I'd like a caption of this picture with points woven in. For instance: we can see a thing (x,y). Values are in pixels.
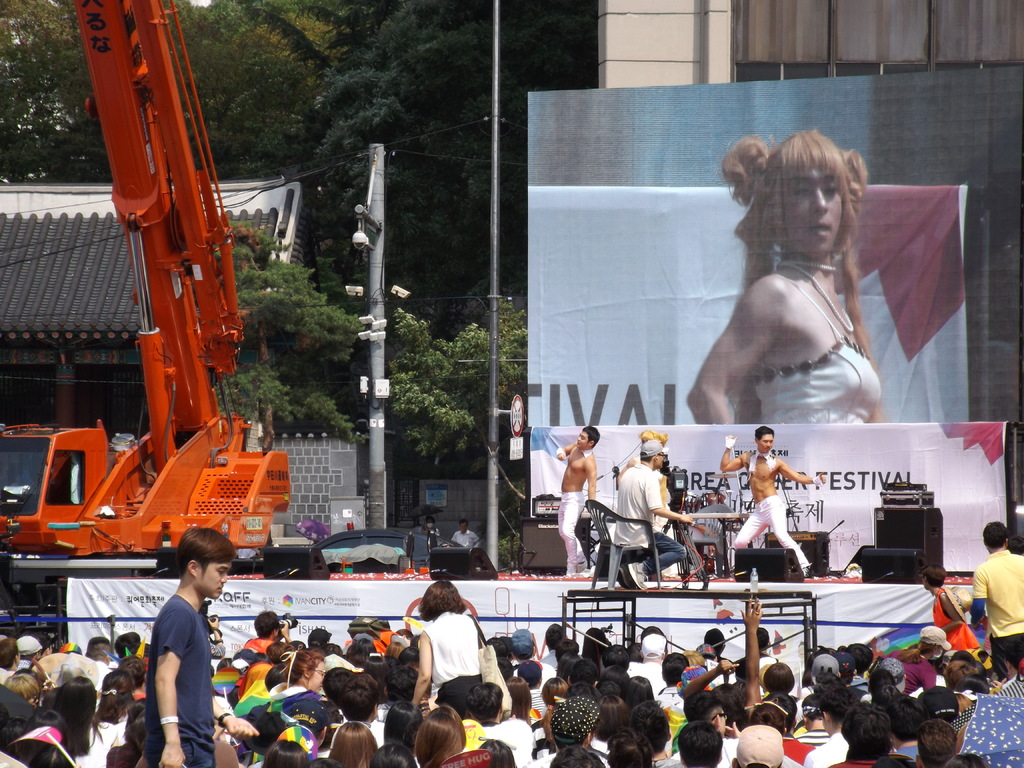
There are persons (599,669) in different color dresses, sitting. There are persons (181,649) standing. In the background (413,156), there is a person (636,490) sitting on a chair (648,518) and capturing video of the persons (771,477) who are dancing on the stage (828,598) on which, there are speakers (937,528), there is a crane (176,454), a hoarding (834,610), a screen (961,295), building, there are poles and trees (412,141).
